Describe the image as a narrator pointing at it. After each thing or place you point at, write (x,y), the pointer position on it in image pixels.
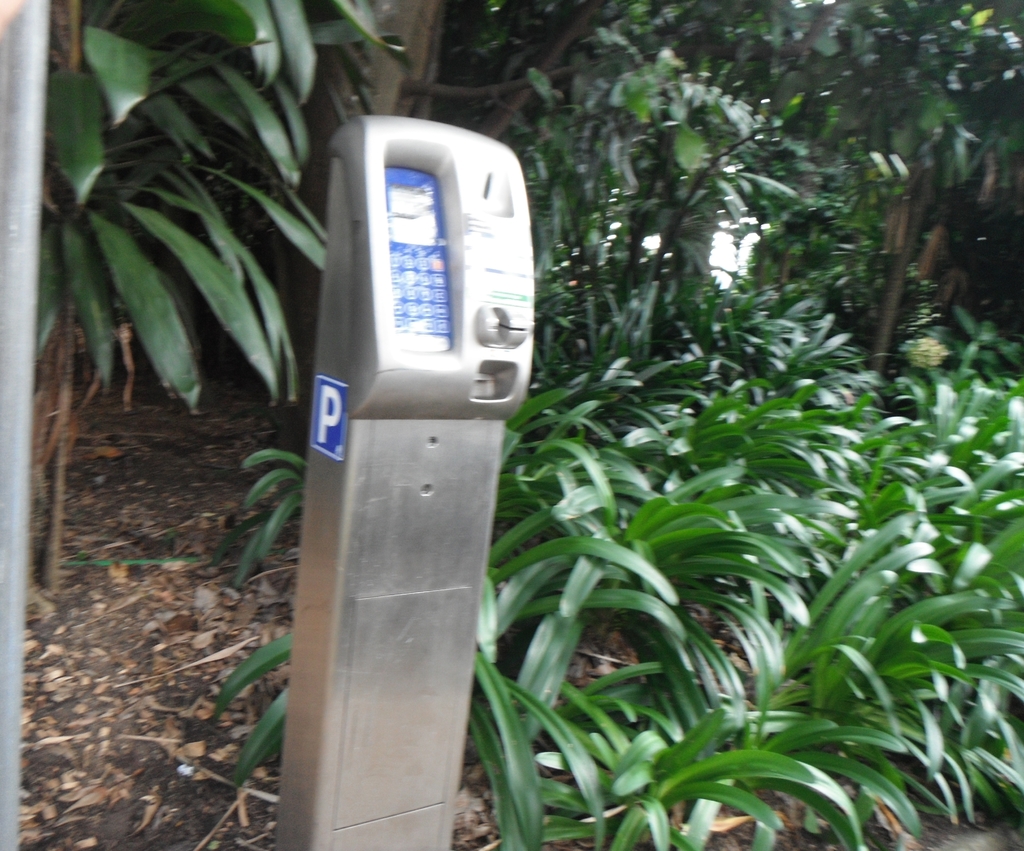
In this picture we can see plants (929,168) and green leaves (800,523). There are dried leaves (162,673) on the ground (182,743). This picture is mainly highlighted with a parking machine (351,487).
